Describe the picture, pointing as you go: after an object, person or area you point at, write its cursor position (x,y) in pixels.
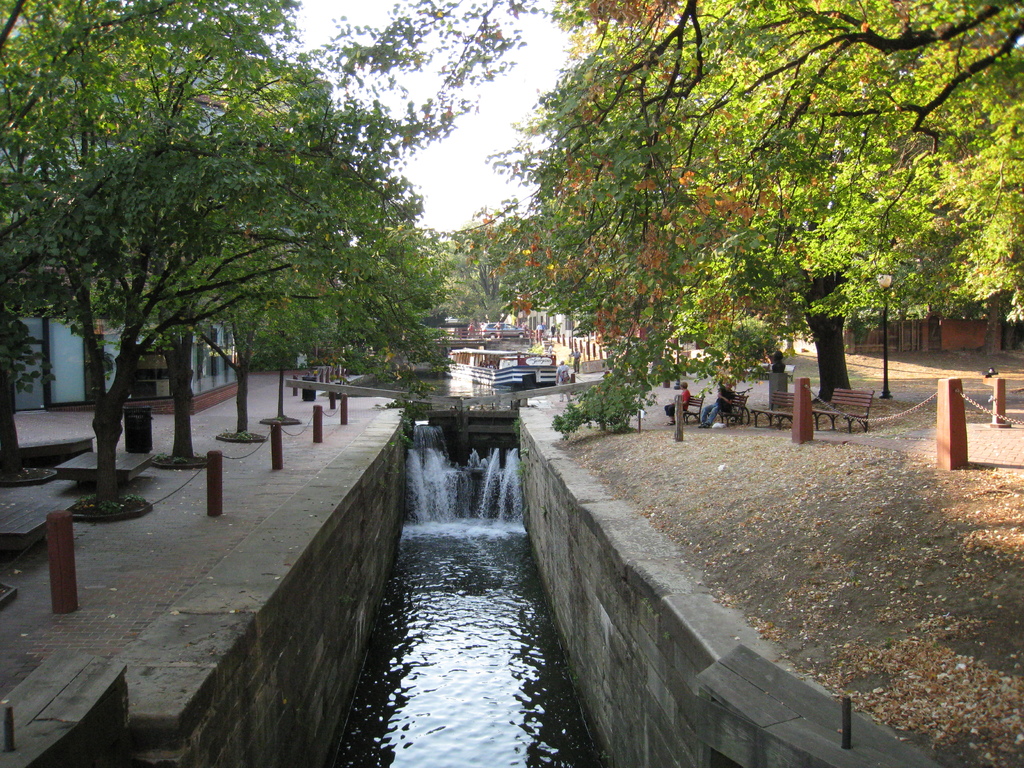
In this image we can see water (478,518), floor (190,582), bins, benches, chains (845,414), car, building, ground (837,547), pole (952,442), light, trees (710,346), people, and objects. In the background (457,24) there is sky (354,89).
